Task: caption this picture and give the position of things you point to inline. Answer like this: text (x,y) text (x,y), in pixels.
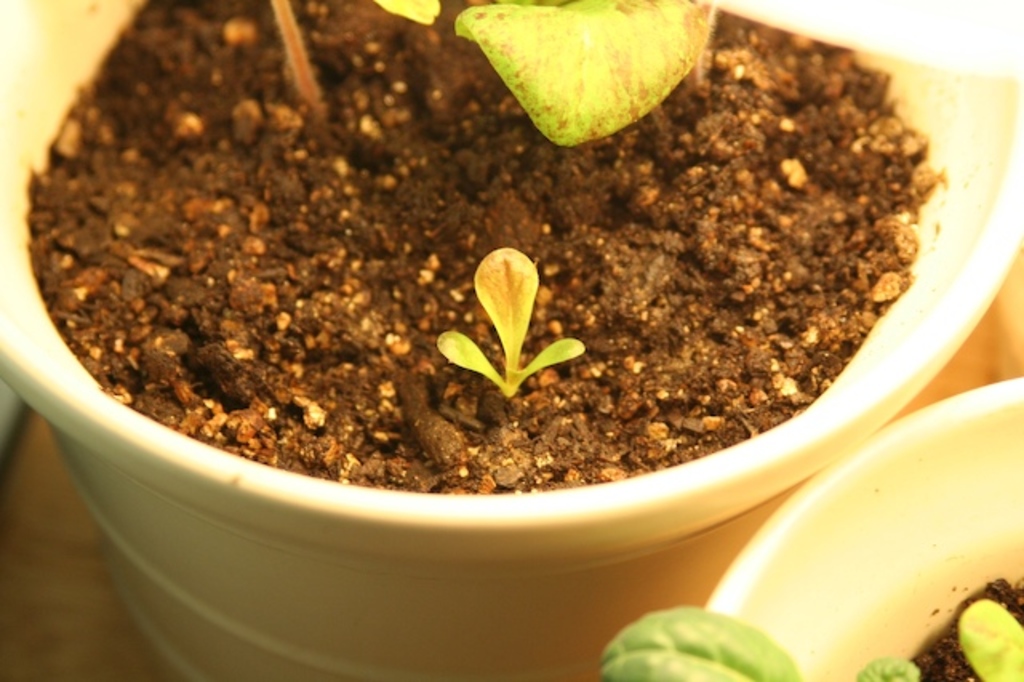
In this image we can see two pots (867,579) with mud (432,396) and plants (741,645) on the surface (69,609) which looks like a floor (53,487). There is one object (1,399) on the left side of the image (7,440).
